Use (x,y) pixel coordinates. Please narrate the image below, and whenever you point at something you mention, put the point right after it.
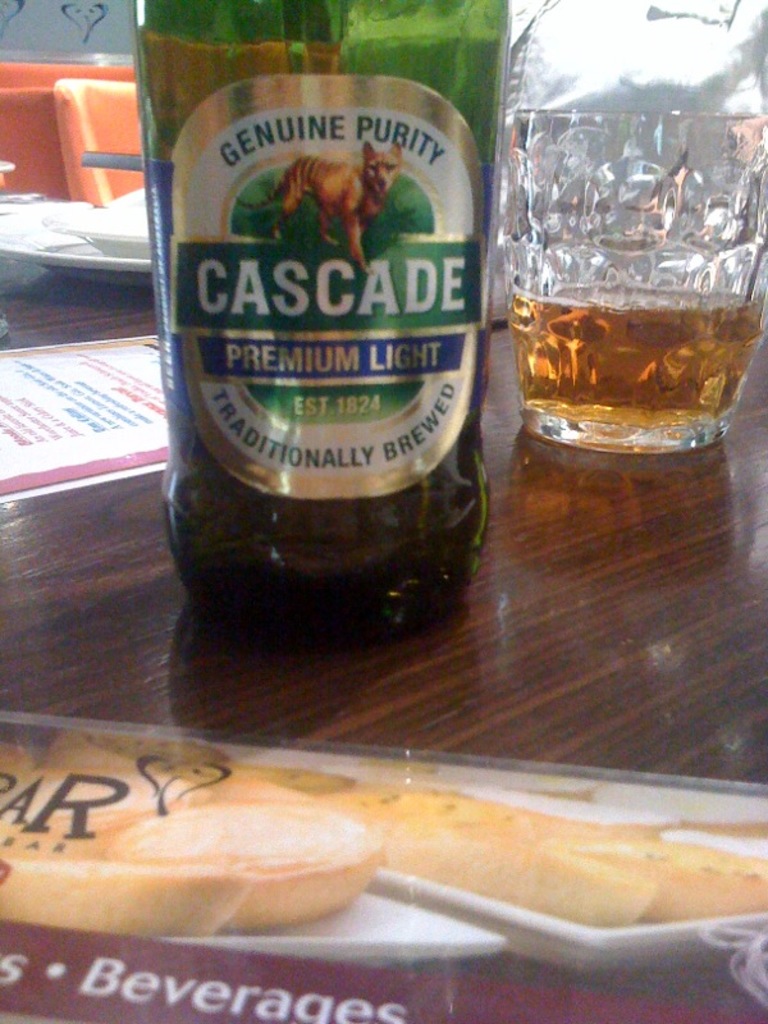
In this image there is a bottle (364,328) and a glass (612,369) on the table (395,677).
